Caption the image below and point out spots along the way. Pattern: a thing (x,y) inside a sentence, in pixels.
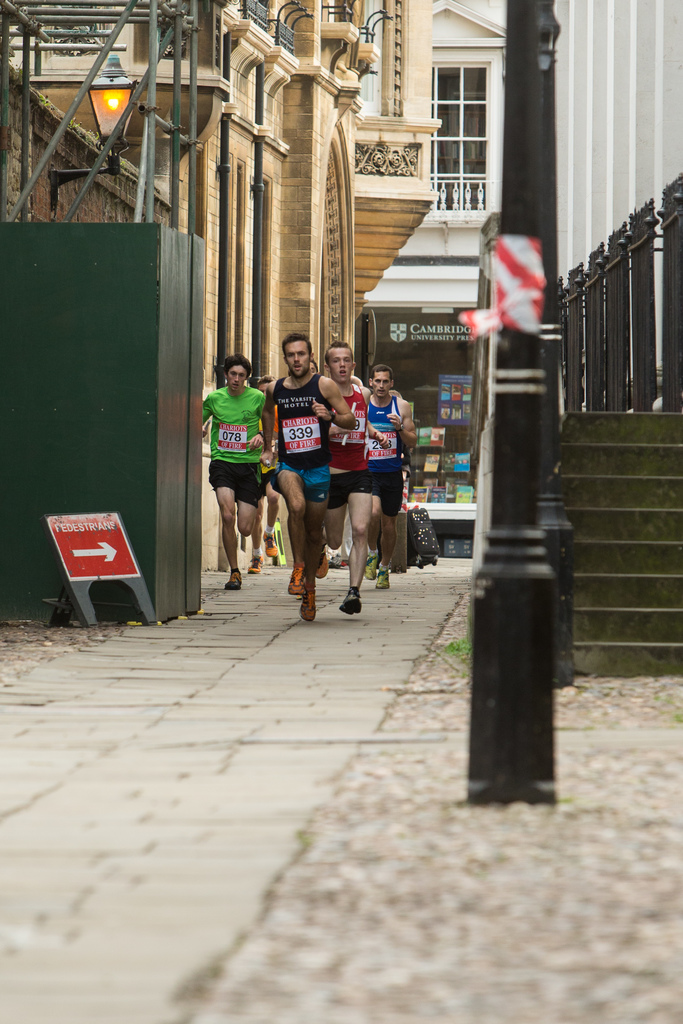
In this picture we can see people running on the ground (337,725), here we can see buildings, direction board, staircase (586,662), light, posters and some objects (486,707).
